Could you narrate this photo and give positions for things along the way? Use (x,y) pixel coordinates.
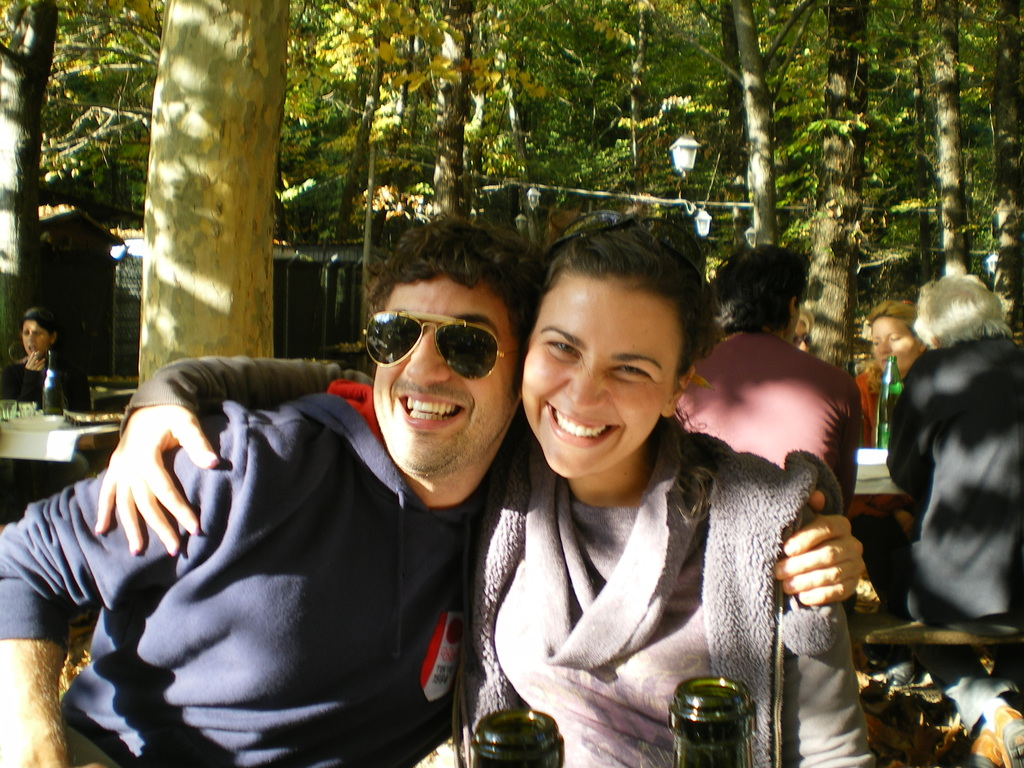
In the foreground of this image (511,642), there is a couple (451,645) sitting and hugging each other and they are having smile (561,427) on their faces (570,446). In the background (900,423), there are persons (921,336) sitting in tables (39,435) on which there are bottles (884,391) and we can also see trees (711,174) and lamps (689,153) to the ropes (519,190) in the background (533,192).
